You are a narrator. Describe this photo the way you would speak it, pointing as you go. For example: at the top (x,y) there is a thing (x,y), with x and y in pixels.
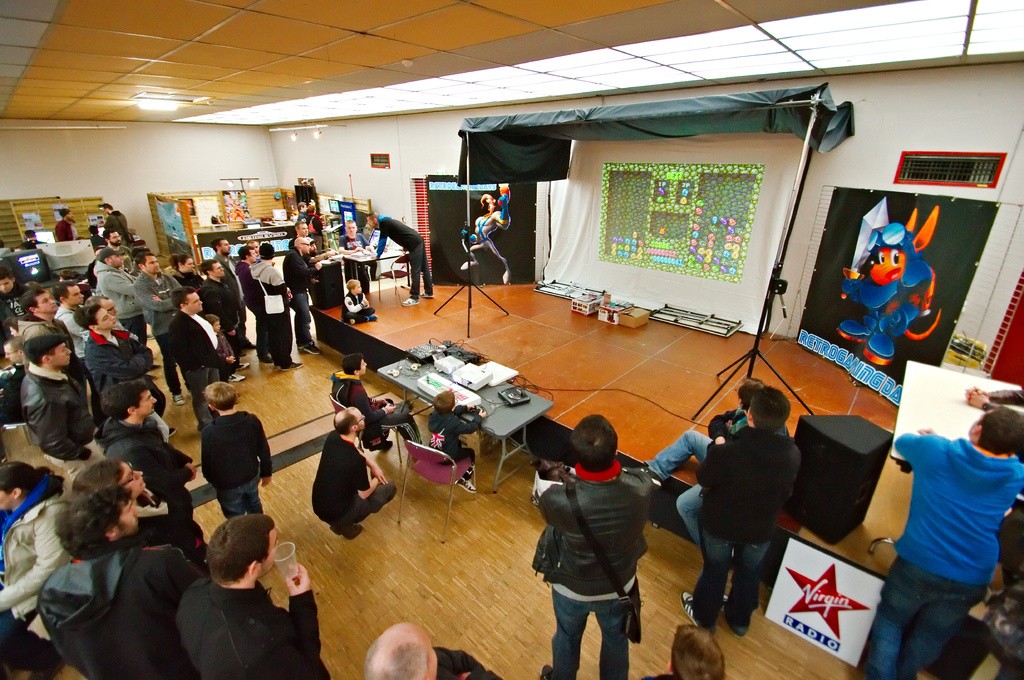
In this picture we can see lot of people (198,606), table (487,393), chairs (400,258), electronic gadgets (448,390), cables (526,384), floor (448,581) and various objects (869,448). In the middle of the picture (682,363) we can see stage (544,327), canopy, projector screen (673,242), people (400,238), banners (900,246) and other objects (291,204). In the background (926,113) there is wall (926,113). At the top (299,37) we can see light (356,103) and ceiling (389,64).
